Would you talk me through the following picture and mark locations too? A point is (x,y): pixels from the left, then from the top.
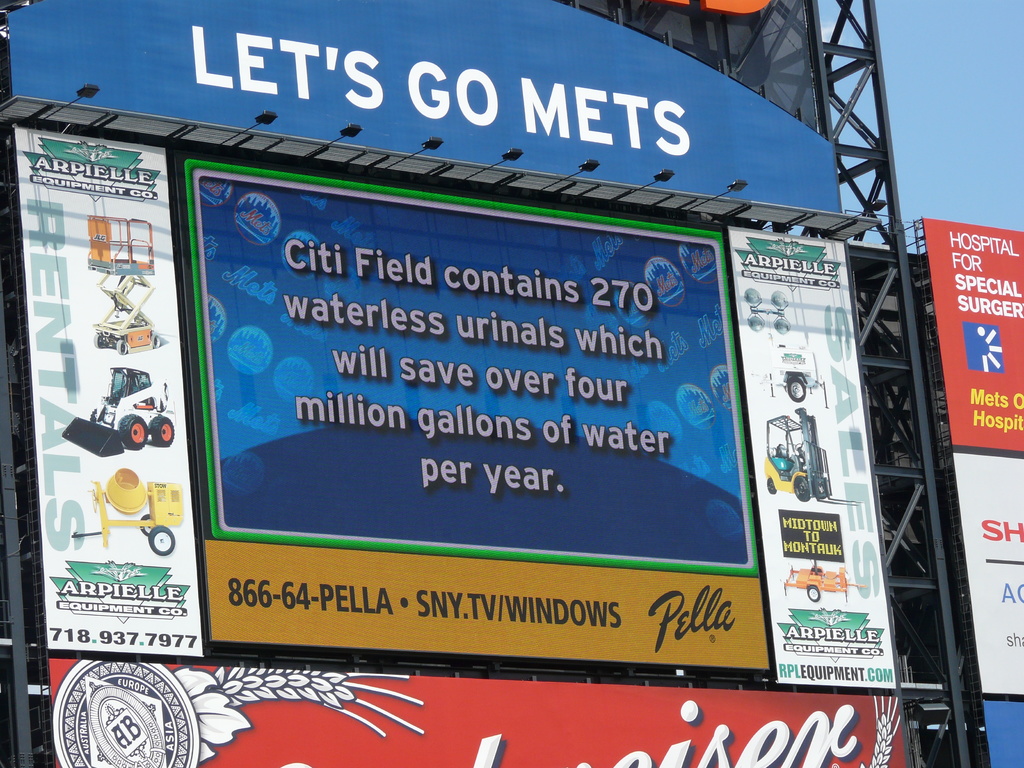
In this image, we can see some boards (643,498) with text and images (690,418). We can also see some metal towers (820,69) and a few black colored objects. We can also see the sky (914,197).
